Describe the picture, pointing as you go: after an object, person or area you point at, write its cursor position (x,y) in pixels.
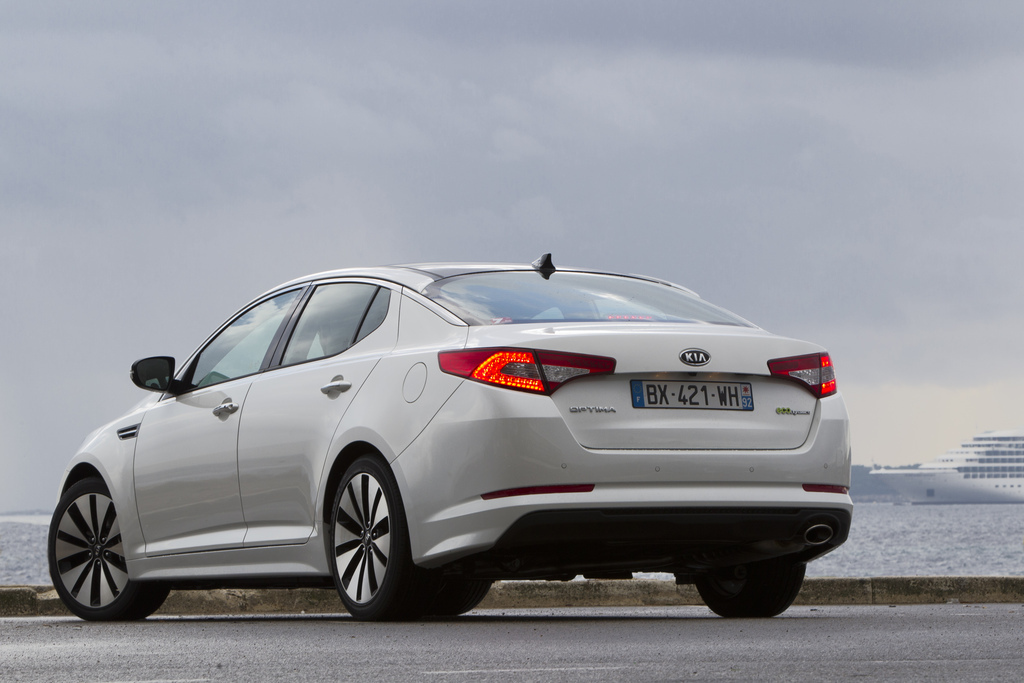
In this image we can see a car (741,610) which is in white color on the road (61,628) and there is a ship (983,479) on the water (985,565) in the background of the image (976,492) and at the top (613,190) we can see the sky (408,136).
